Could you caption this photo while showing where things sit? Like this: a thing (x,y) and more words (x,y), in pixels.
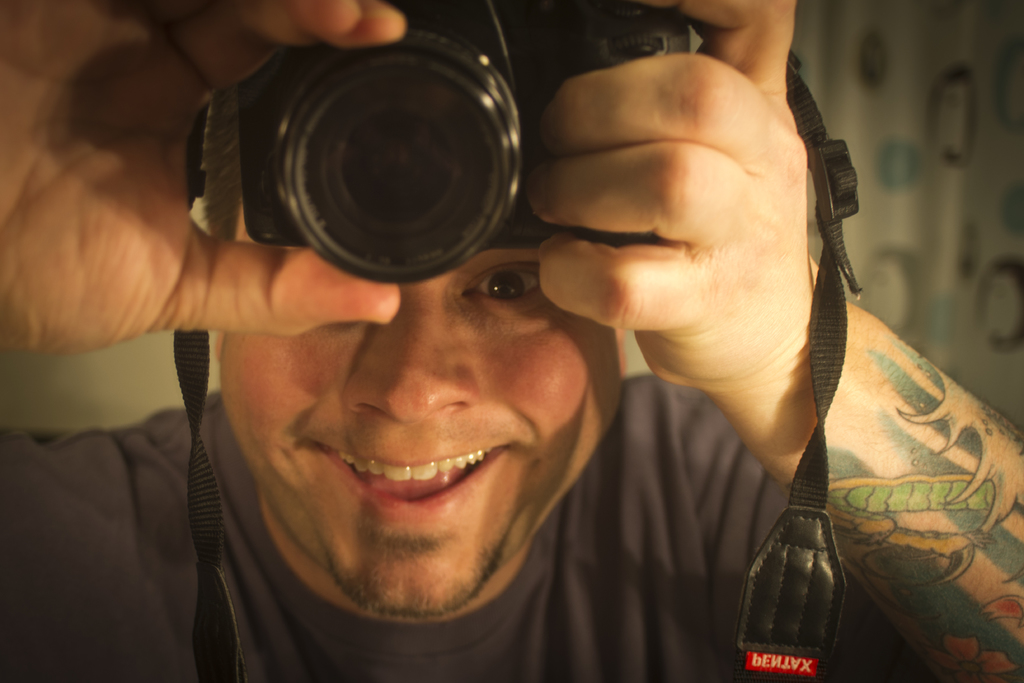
a person (343,517) is smiling, holding a camera (401,164) on the top (455,165). on his right hand (887,454) there are tattoos (941,526). behind him there are curtains (935,160).
